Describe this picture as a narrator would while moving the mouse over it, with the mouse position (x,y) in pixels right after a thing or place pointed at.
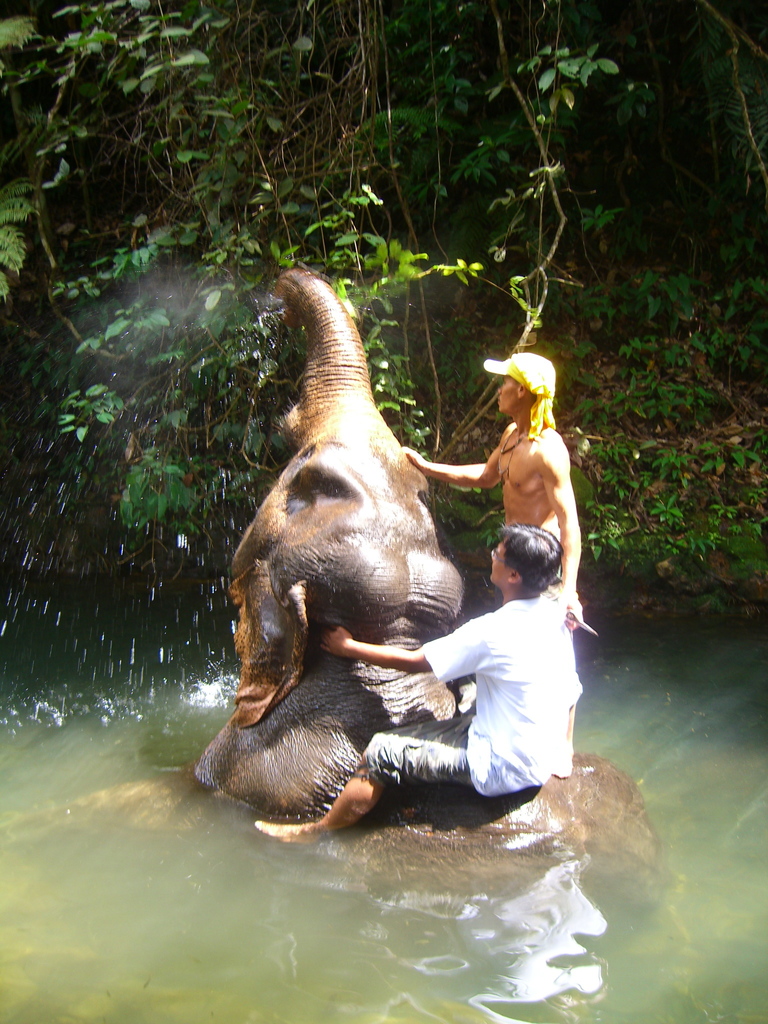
In this picture a guy (470,659) is sitting on an elephant (317,688) which is inside the water (244,975) and a guy (537,475) who is holding the elephant's trunk (319,389). In the background (290,371) there are trees (519,211). The image is clicked inside a forest (628,414).
